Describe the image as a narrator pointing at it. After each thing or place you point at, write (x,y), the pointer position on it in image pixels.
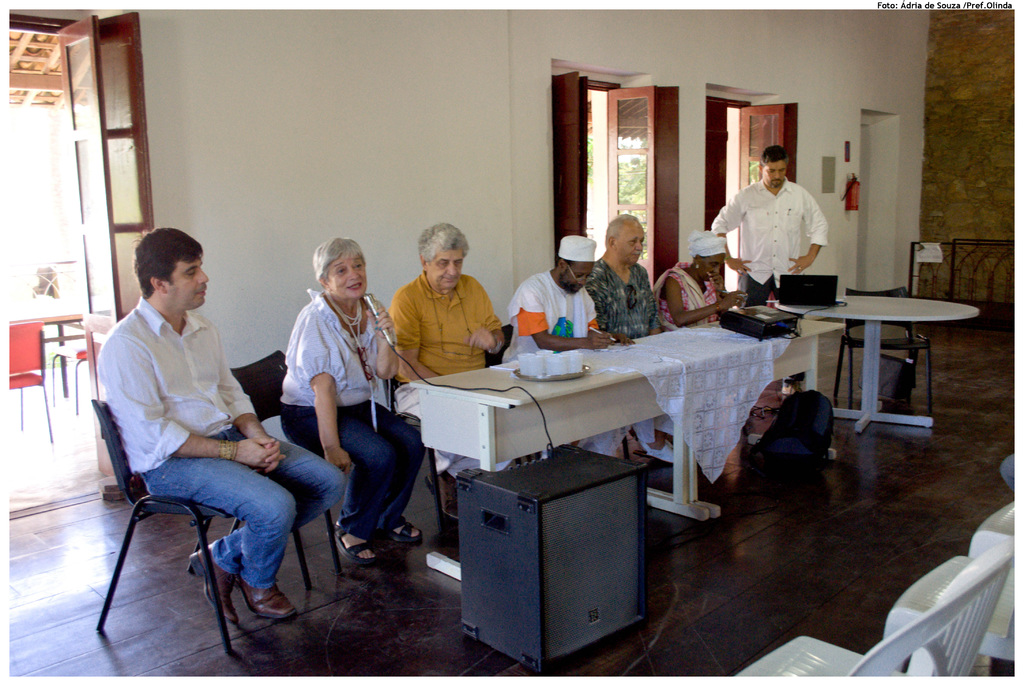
In this image there is a man (275,552) sitting in the chair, some group of people (708,257) sitting in the chair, a table (425,426) with plate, glasses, cloth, laptop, a man (767,265) is standing, a speaker (608,637), some chairs (912,674), a fire extinguisher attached to the wall (855,96), and at the background (550,51) wall (297,52), door (89,350), chairs (75,372), table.
